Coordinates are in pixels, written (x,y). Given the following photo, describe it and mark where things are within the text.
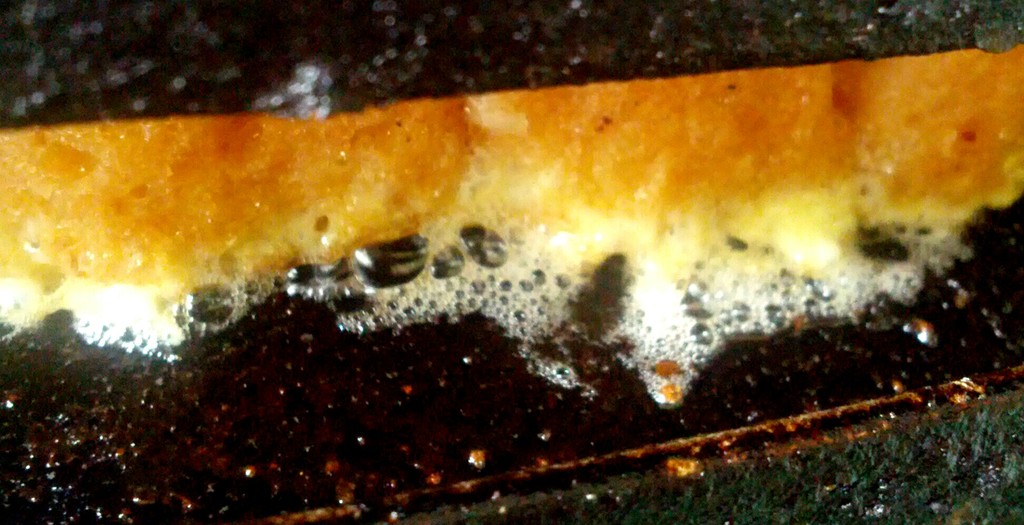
In this picture we can see food (379,167) on the flat metal surface (491,417).
